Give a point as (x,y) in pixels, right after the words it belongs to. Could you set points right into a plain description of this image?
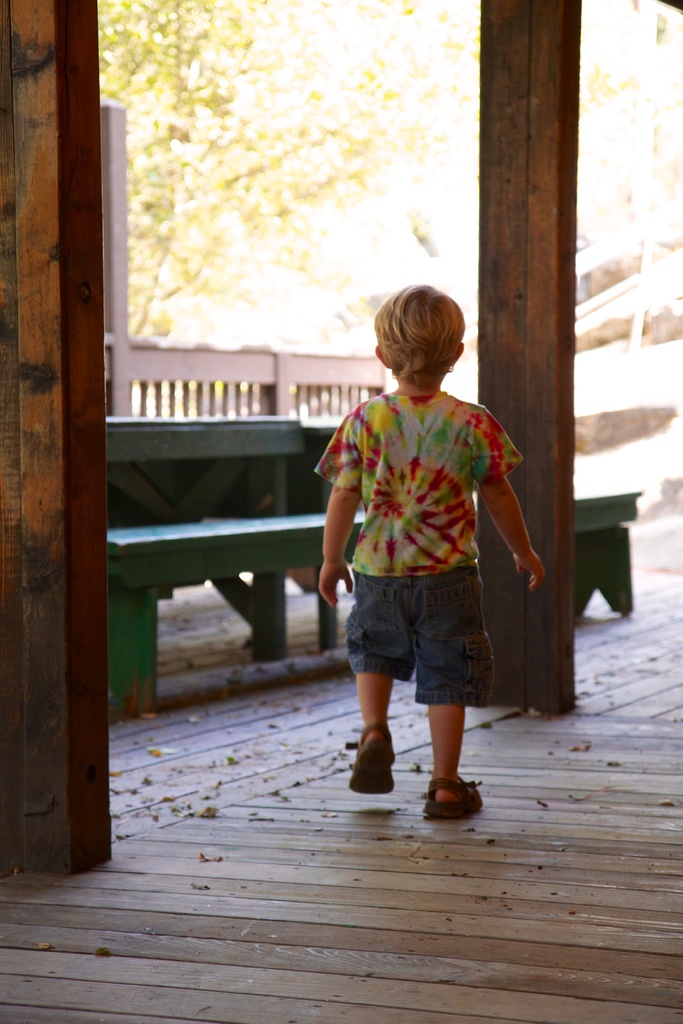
In this image, we can see a kid (438,477) wearing clothes (428,579) and standing in front of the pillar (515,323). There is an another pillar (98,513) on the left side of the image (31,539). There is a bench (230,524) in the middle of the image (275,520).
